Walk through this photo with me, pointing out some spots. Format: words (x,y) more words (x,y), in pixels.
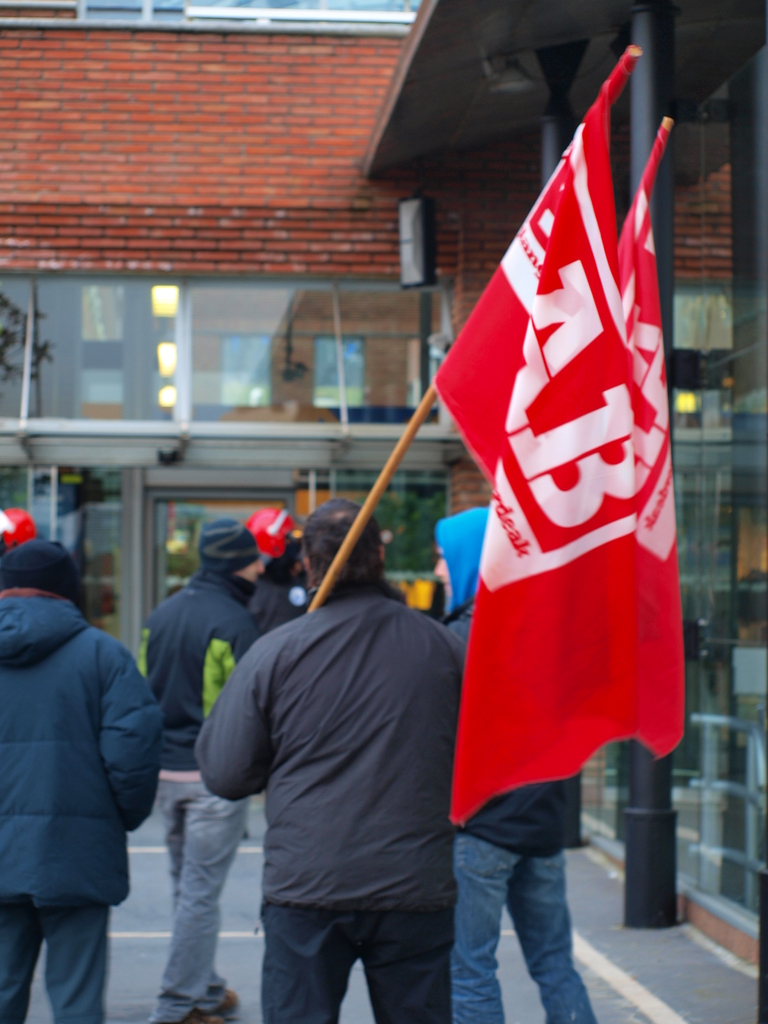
In the image we can see there are people (372,635) standing and they are wearing jackets (362,676). They are holding flags (524,438) in their hand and behind there is a building (377,232). The wall (377,232) of the building (217,134) is made up of bricks (178,141).
